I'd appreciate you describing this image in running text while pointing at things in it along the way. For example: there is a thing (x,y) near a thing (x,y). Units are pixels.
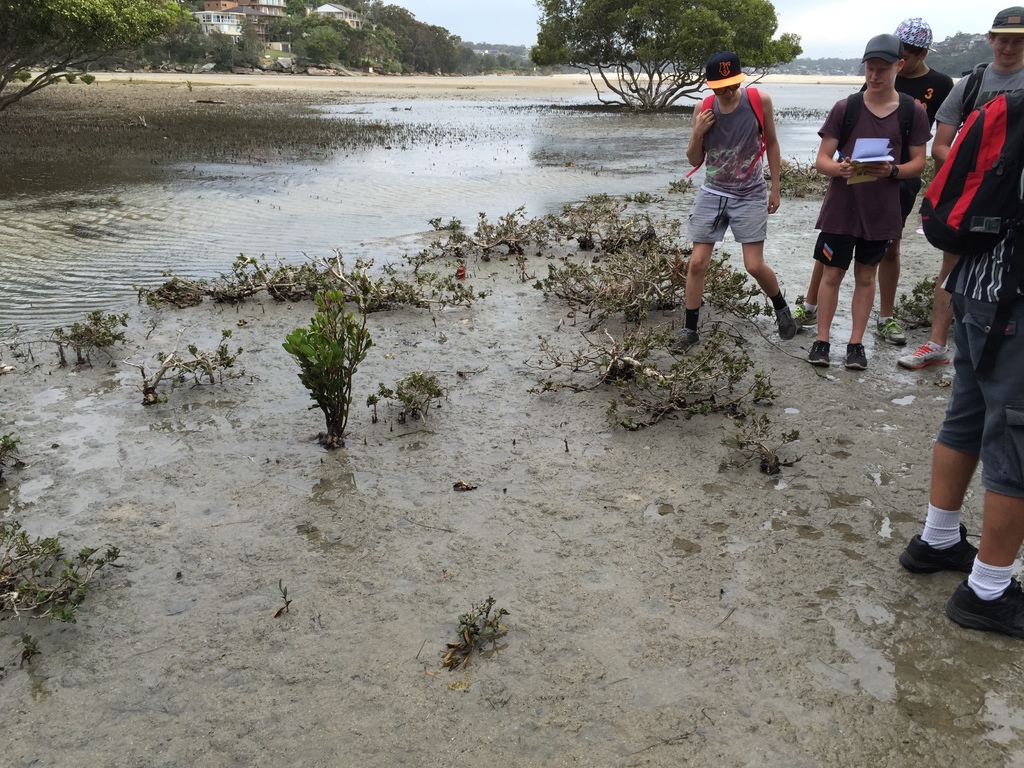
This image is taken outdoors. At the bottom of the image (487,541) there is a ground (323,659). At the top of the image (482,21) there is a sky (823,23) with clouds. In the background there are many trees (309,27) and plants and there are a few houses (230,16). In the middle of the image (638,260) there are a few plants (27,550) on the ground (509,285) and there is a pond (453,184) with water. On the right side of the image (1002,279) a few people (736,108) are walking on the ground (899,426) and a man (734,200) is walking on the ground (783,354).
